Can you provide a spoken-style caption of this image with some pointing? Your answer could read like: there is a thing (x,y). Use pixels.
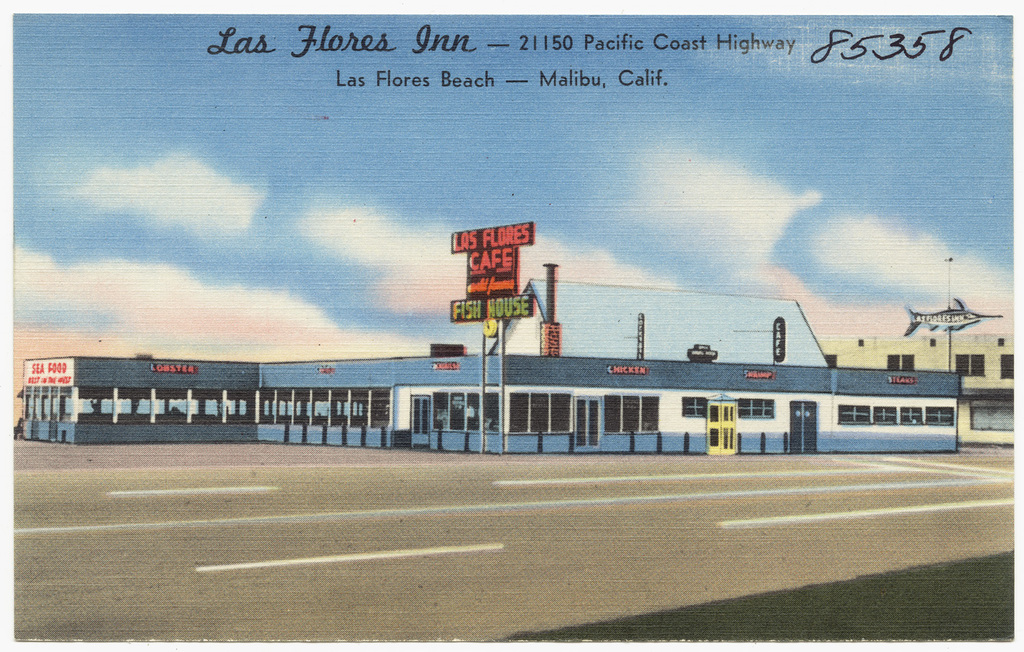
In this image we can see a picture. In the picture there are sky (569,189) with clouds (698,157), advertisement boards (460,237), building (472,393), road (786,469) and a chimney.
